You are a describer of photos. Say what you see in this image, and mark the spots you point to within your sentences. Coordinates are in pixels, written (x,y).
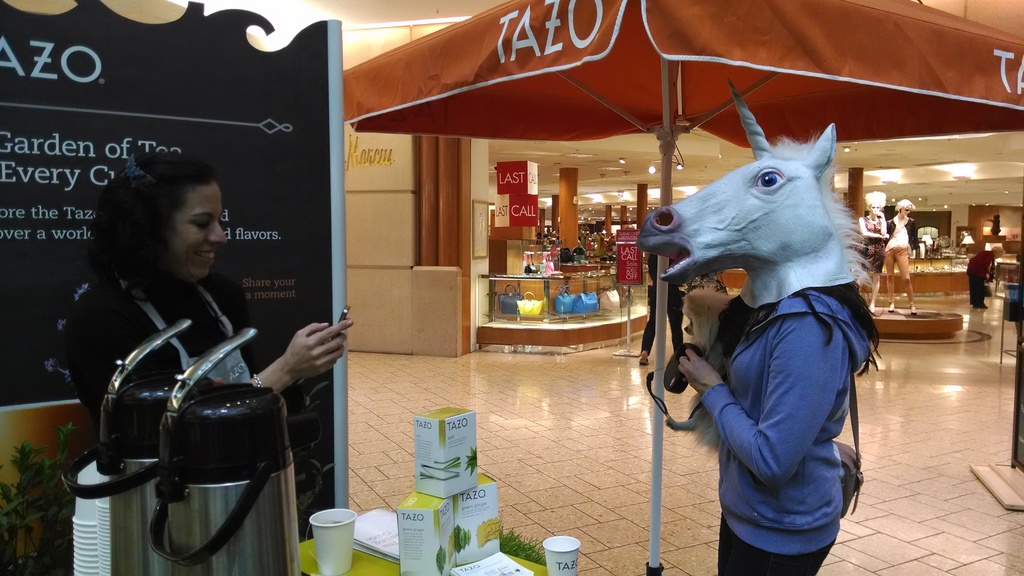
On the left side of the image (192,197) we can see woman (130,296) standing at the table (313,552). On the table (374,561) we can see glasses (95,543) and flasks (177,454). On the right side of the image (817,443) we can see woman (783,448) standing on the floor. In the background (884,235) we can see mannequins (897,225), pillars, bags (509,307), wall (971,230) and lights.
